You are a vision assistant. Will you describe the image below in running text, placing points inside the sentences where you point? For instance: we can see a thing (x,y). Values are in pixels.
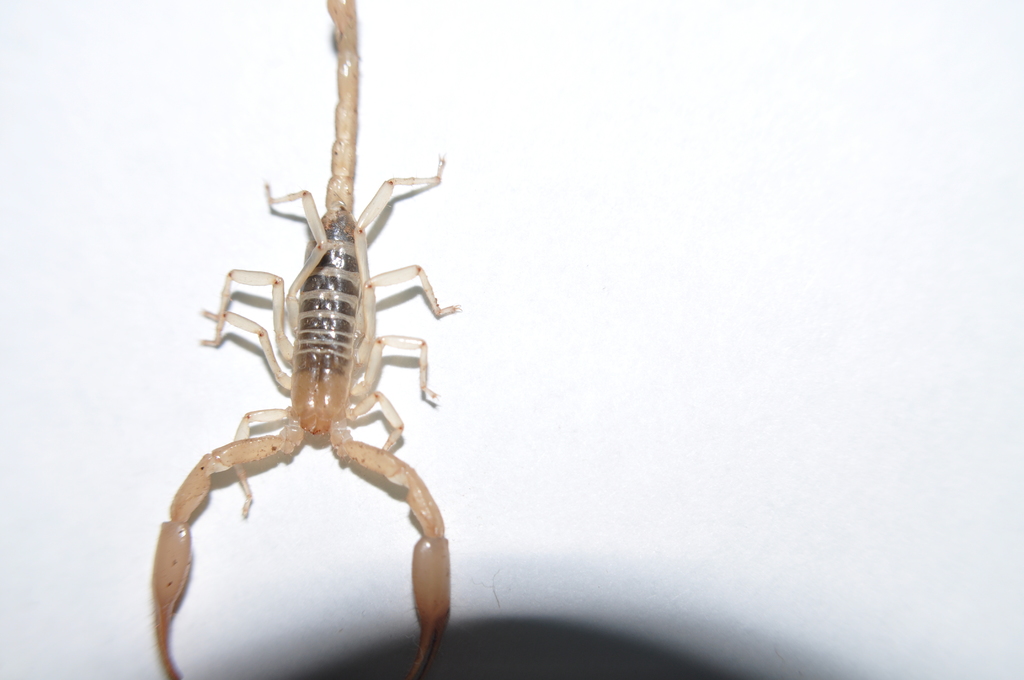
On the left side of the image (328,329) we can see one scorpion (318,400), which is in black and cream color.
